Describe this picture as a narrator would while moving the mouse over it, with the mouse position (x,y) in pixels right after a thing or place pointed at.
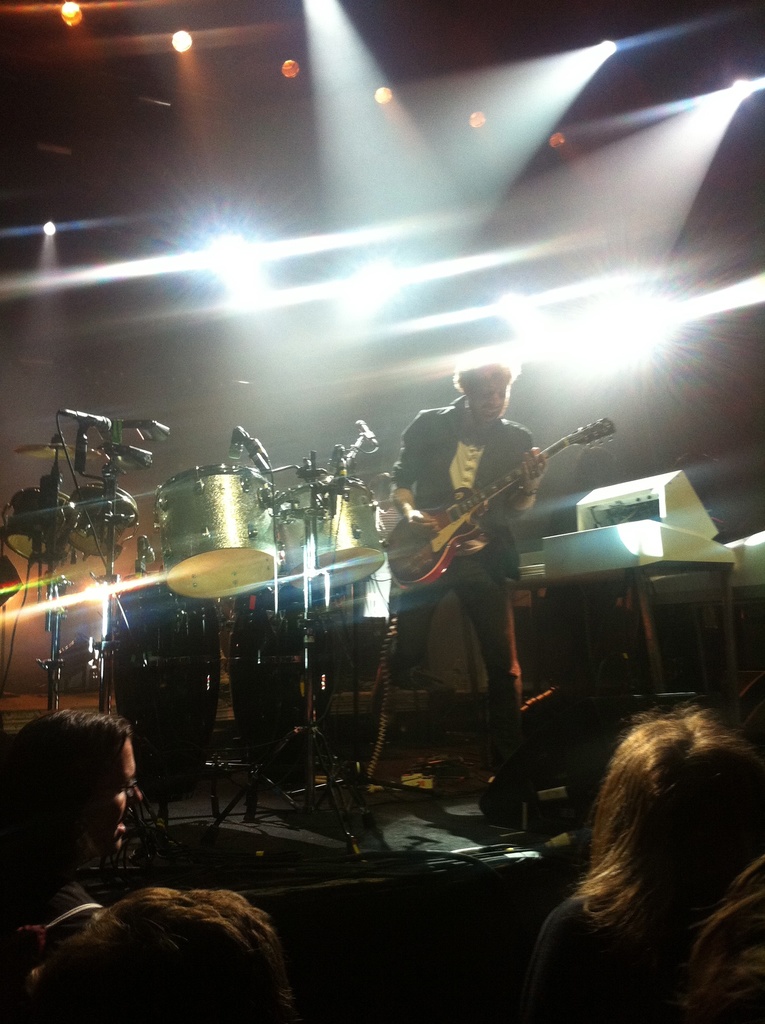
In the image we can see there is a person (479,555) who is standing and holding guitar (457,502) in his hand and at the back of him there are musical instruments (253,591) and in front of him there are people (193,899) who are looking at him.
